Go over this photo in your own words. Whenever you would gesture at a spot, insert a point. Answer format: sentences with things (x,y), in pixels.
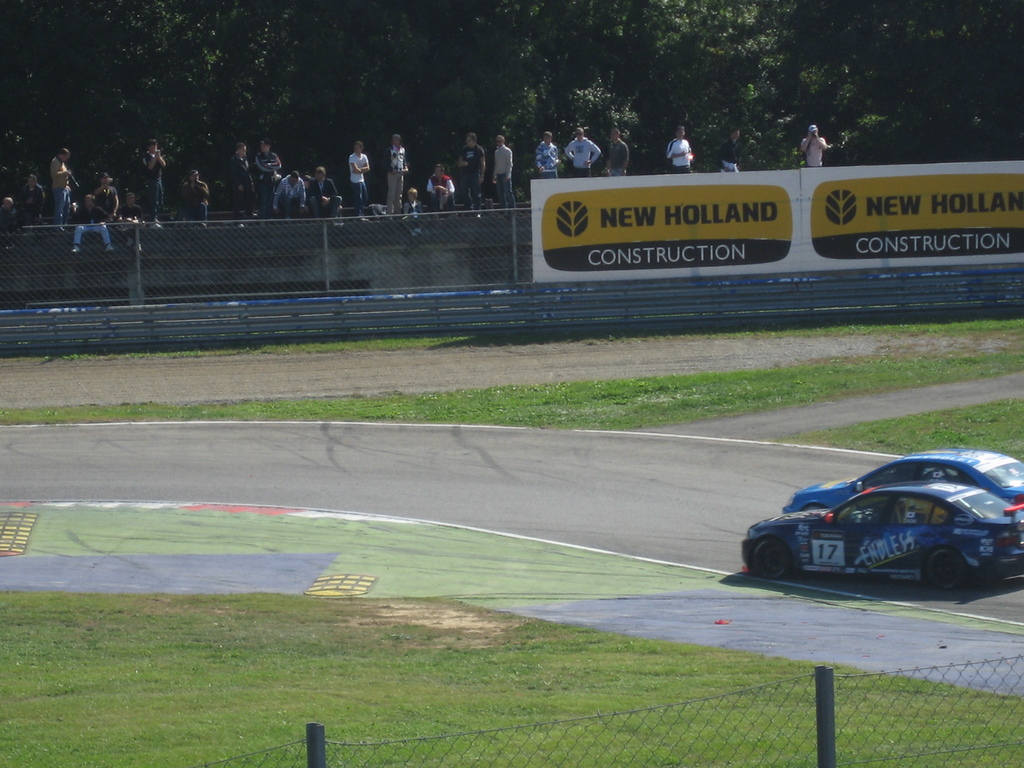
In this image we can see a few people (504,182), there are cars (986,544) on the road (395,479), there are trees (681,68), grass (466,409), boards (544,252) with text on it, also we can see fencing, and poles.
